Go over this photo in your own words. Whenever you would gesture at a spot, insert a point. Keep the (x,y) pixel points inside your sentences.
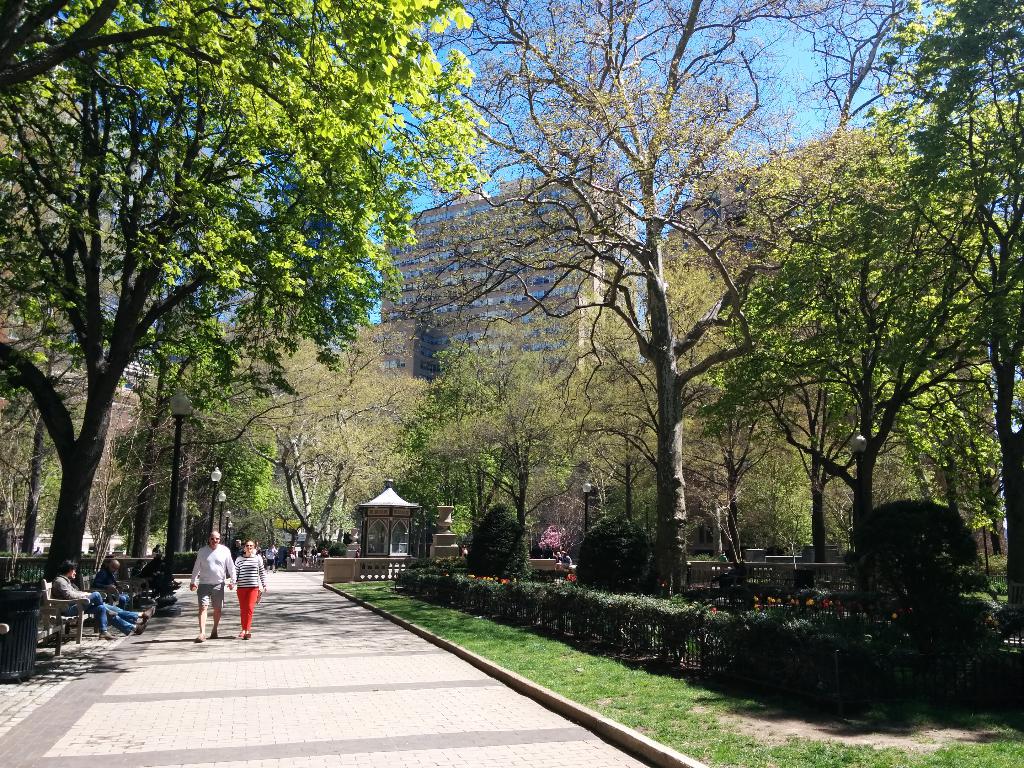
In the foreground of this image (171,624), there are people (246,615) walking on the path (269,691) and few (124,596) are sitting on the benches (79,632). We can also see the trees (173,333) and poles (175,508). On the right (848,397), there are trees (792,427), shrubs (706,609) and the grass (611,661). In the background (400,422), there are trees (377,368), buildings (518,308) and the sky (791,65).
